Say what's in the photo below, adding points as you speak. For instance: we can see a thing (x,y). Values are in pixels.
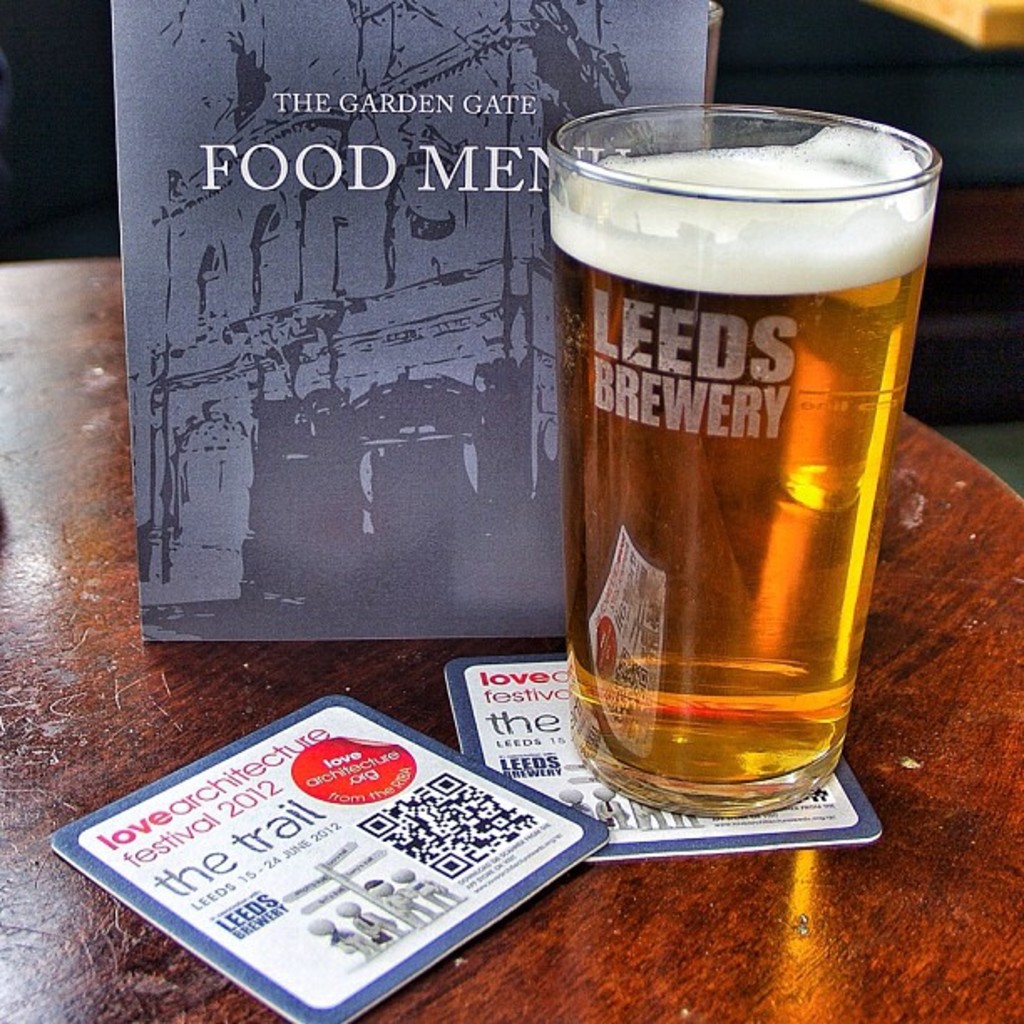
In this image there is a table (863,663) on that table (922,516) there is a glass (791,466) with beer (770,470) and a menu card (505,598).
